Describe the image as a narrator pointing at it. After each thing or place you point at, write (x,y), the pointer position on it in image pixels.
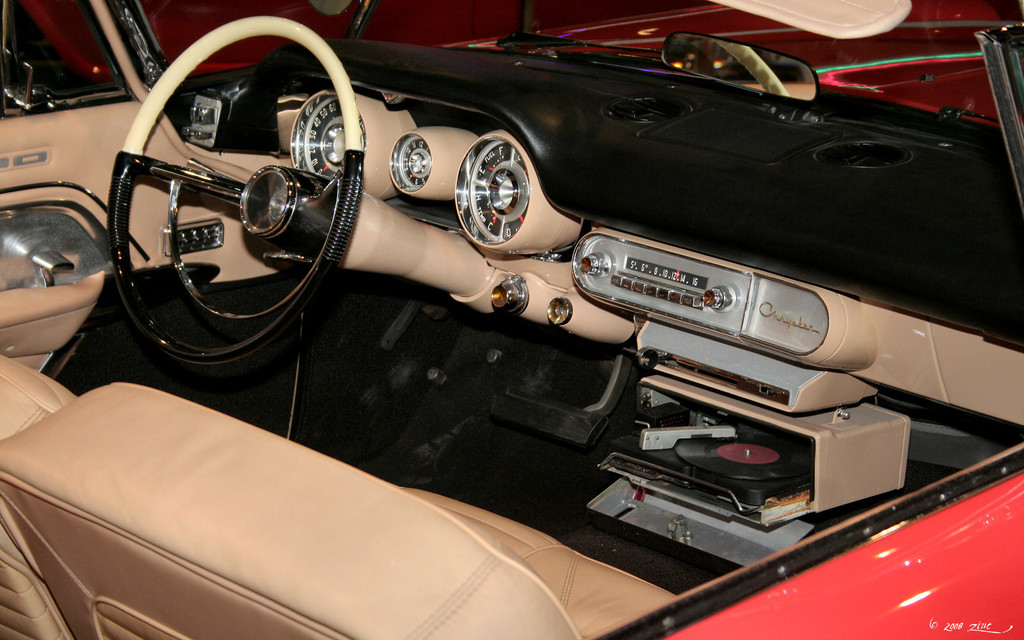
This is the inside picture of the car (455,351). In this image there are seats (4,442), steering (296,192), dashboard (657,232), brake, speedometer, controls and some other objects (754,383). In front of the steering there are AC vents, windshield (852,91), wiper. Beside the steering (167,174) there is a door (9,99) with glass window (24,48) and side mirror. There is some text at the bottom of the image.
